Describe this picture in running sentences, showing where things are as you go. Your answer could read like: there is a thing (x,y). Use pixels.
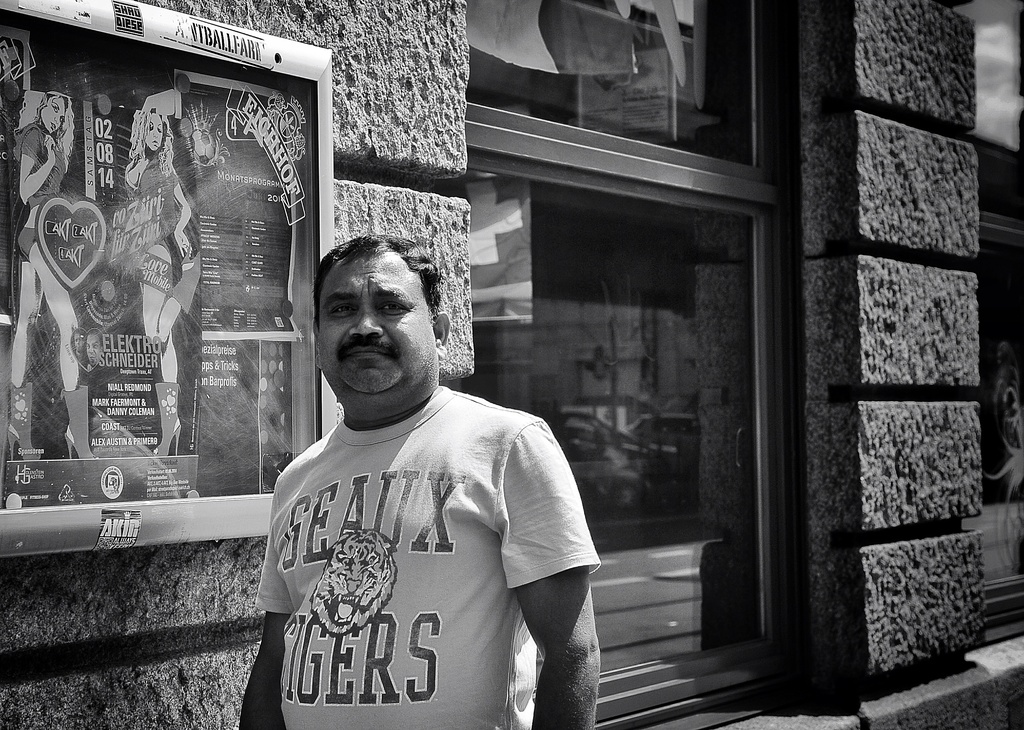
This picture is clicked outside. On the left (340,332) we can see a man (419,432) wearing t-shirt (446,456) and we can see the text (405,515) and a picture (384,585) of a tiger (363,578) on the t-shirt (398,465) and we can see a board (285,349) on which we can see the text (283,180) and the pictures (135,133) of some persons (150,322). In the background (476,328) we can see the building (865,83) and the windows (710,210) of the building (835,371).
